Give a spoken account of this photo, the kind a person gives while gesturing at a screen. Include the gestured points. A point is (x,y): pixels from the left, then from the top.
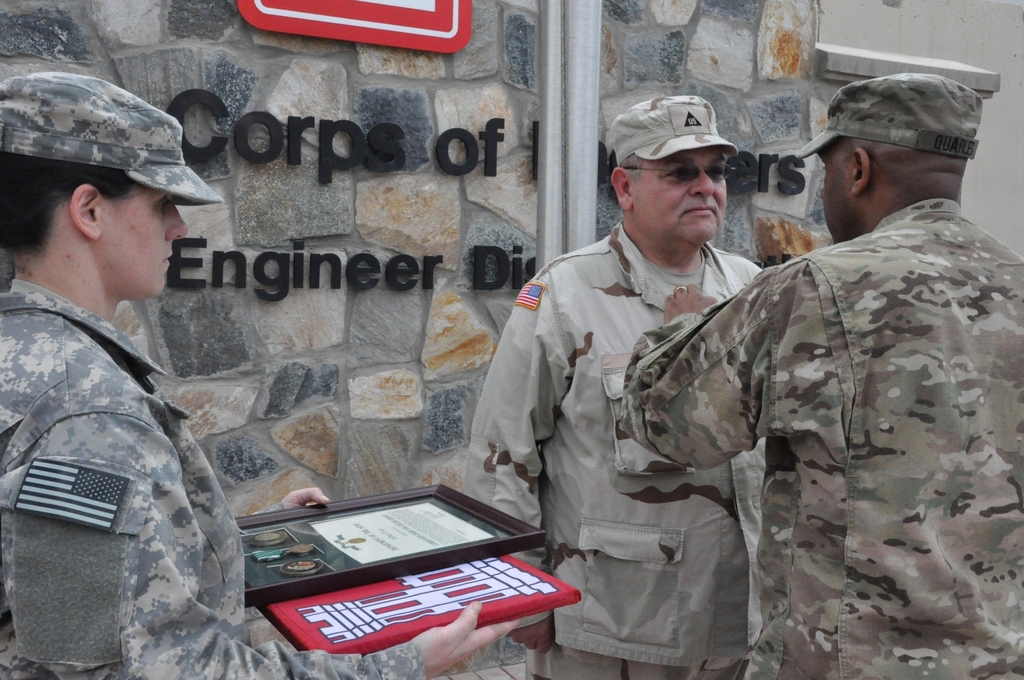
On the right side (788,389) 2 men (744,439) are standing, they wore dresses (773,488). In the middle (353,393) it is a stone wall (329,338).
